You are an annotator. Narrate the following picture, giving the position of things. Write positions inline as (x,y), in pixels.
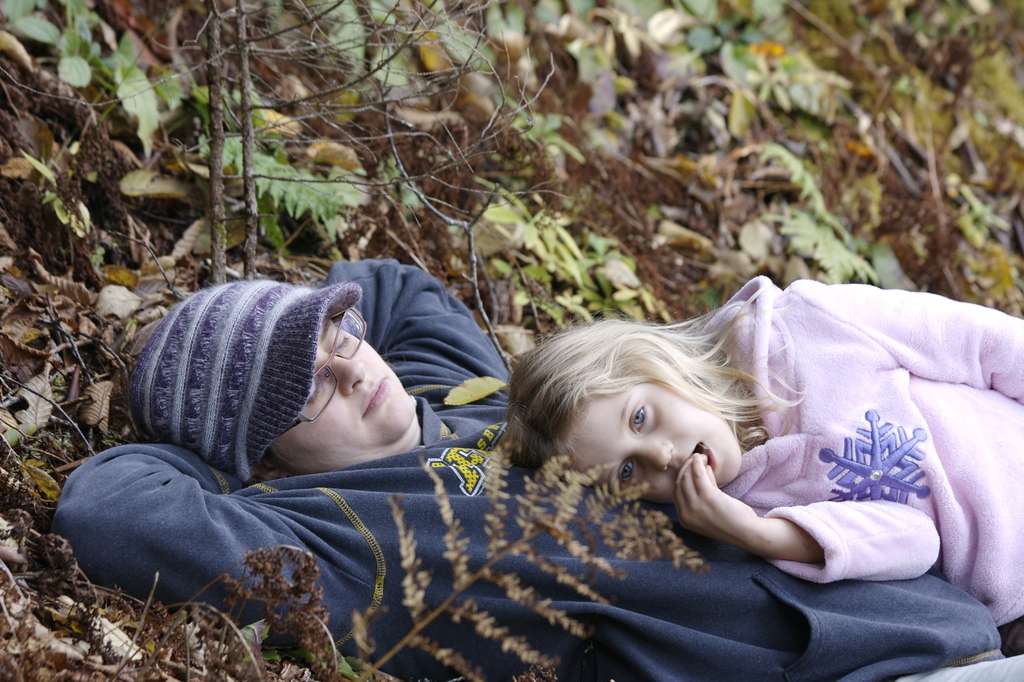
In this image we can see there are two persons (638,470) lying on the ground (542,108). And there are leaves (720,157) and branch (381,135) of a tree (358,127).
